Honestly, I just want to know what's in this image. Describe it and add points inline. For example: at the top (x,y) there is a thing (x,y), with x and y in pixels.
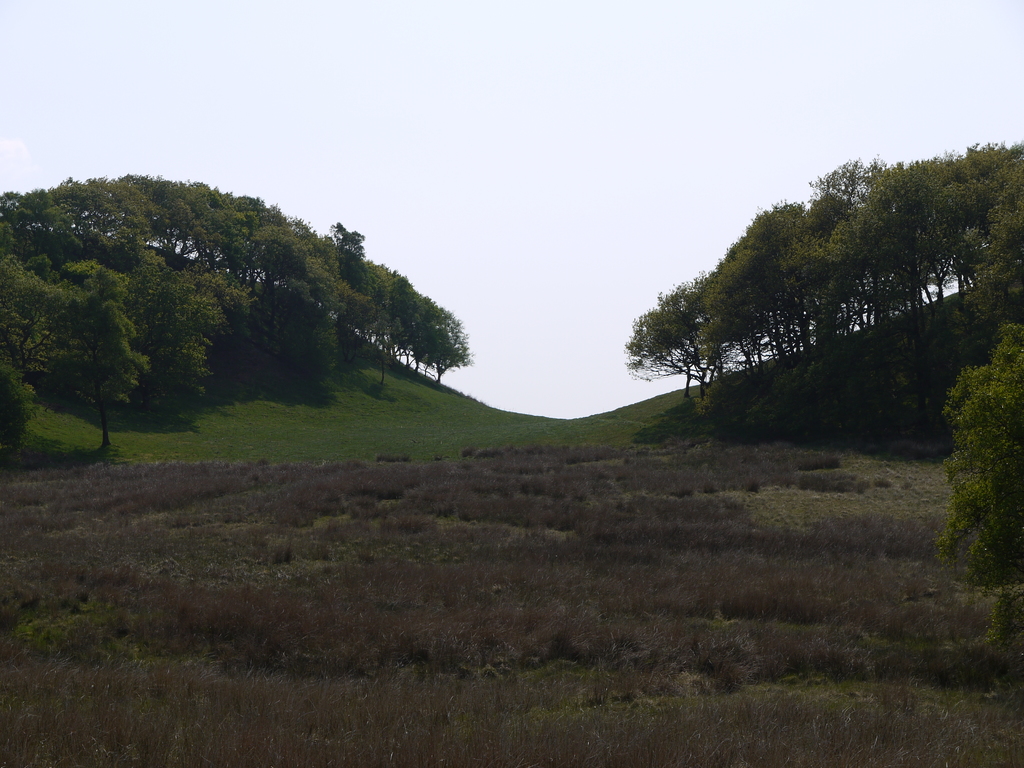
In this picture we can see there are trees (299,291), grass (358,405) and the sky (486,312).
